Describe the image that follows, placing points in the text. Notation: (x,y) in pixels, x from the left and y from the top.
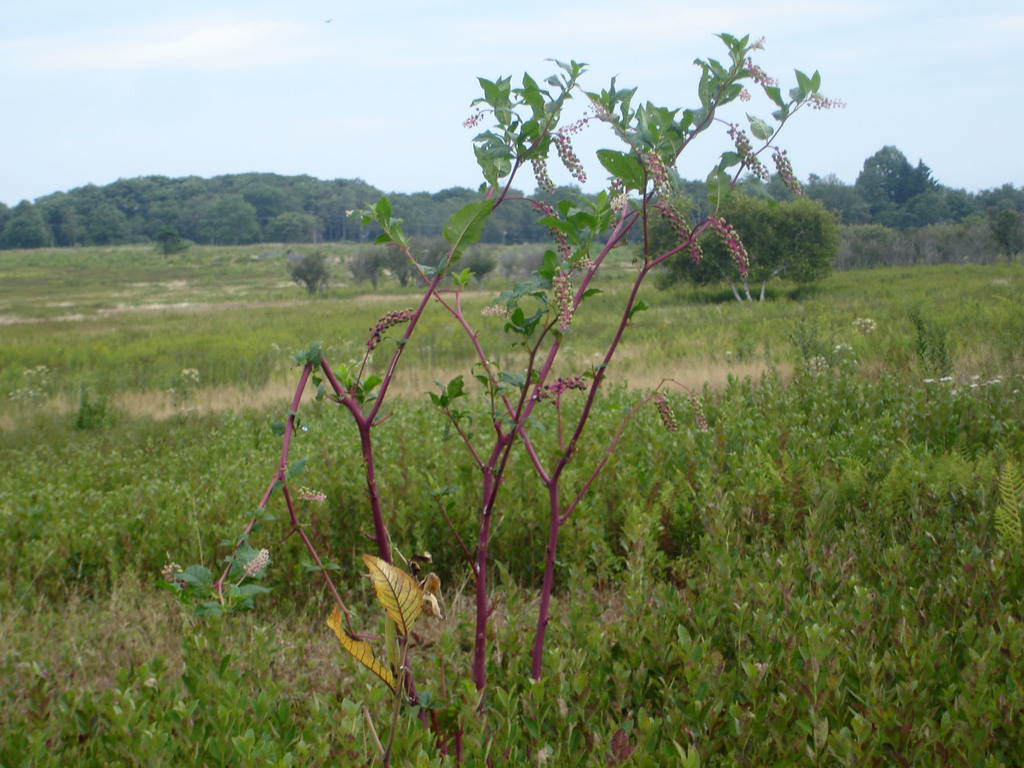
In this picture we can see the land (274,346) covered with bushes (314,529), plants (356,403) and trees (404,261).
